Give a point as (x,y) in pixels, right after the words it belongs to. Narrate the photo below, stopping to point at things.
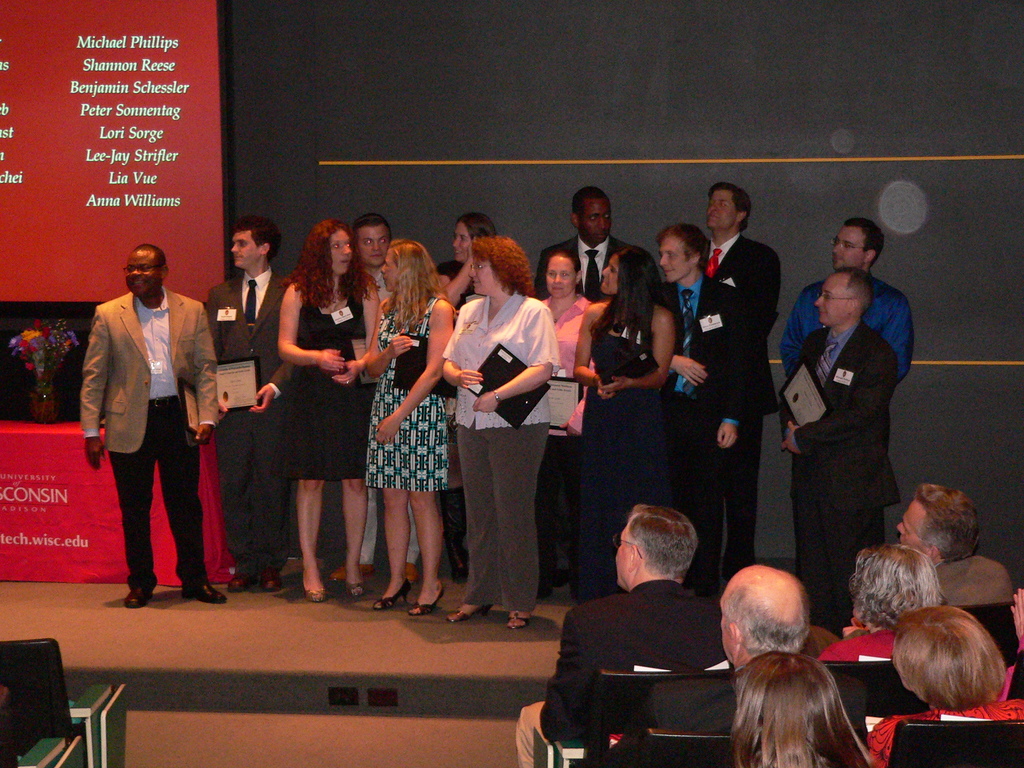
In this image we can see one red tablecloth (41,506) with text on the table (73,466), one flower pot (36,370) with flowers (41,374) on the table (44,454), one red board (52,276) with text (145,144) on the left side of the image (13,154), some chairs (18,683) in front of the stage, some people (959,669) are sitting on the chairs (947,763), some people (826,376) are holding objects (627,372), some people (354,374) are standing, there is a wall (964,390) in the background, two objects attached to the stage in the middle of the image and some white objects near the chairs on the right side of the image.
